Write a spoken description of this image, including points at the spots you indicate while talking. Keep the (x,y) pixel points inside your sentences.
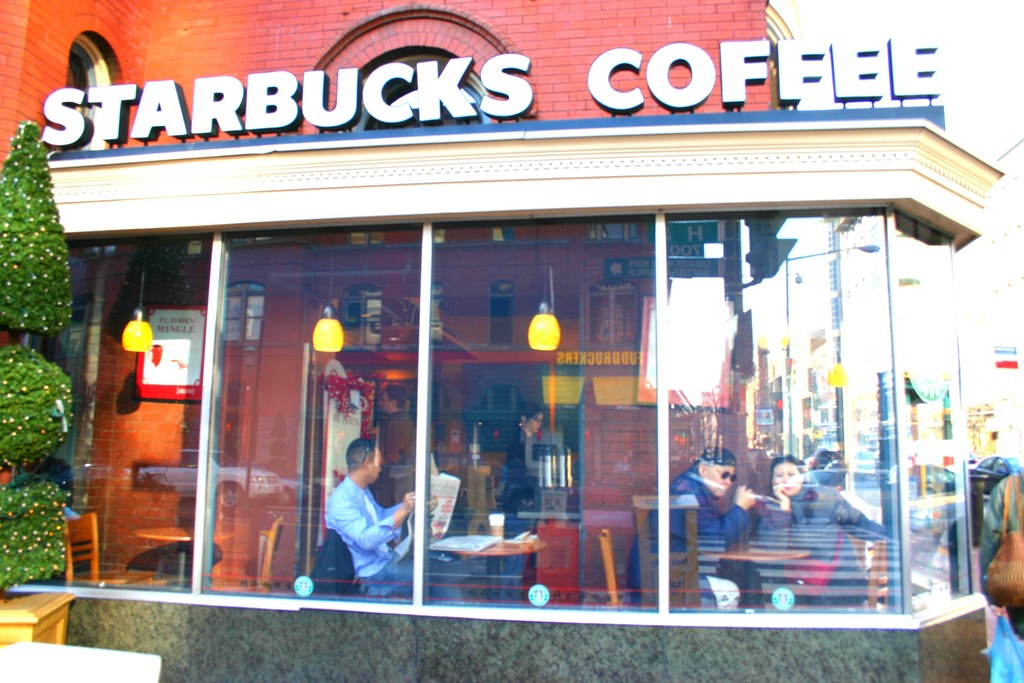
Here we can see a hoarding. Through this glass windows (766,269) we can see people (404,563), chairs (610,546), tables (485,548), board (173,335) and lights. Here we can see tree (40,170), people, buildings (977,434) and vehicles (927,487). This is light pole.
